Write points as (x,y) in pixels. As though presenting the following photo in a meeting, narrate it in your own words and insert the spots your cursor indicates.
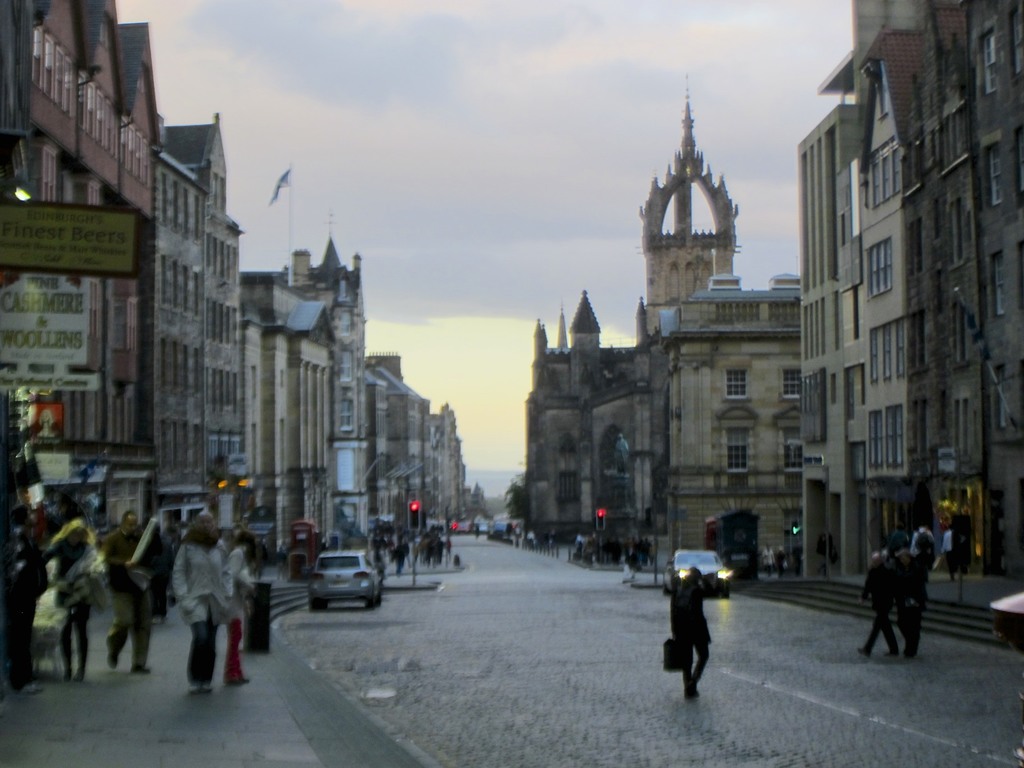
In this image, we can see people (692,608), vehicles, road (407,653), stairs (932,600), walkways (154,703), buildings (923,443), name boards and traffic signals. Here we can see few people (130,627) are walking. Background (517,247) there is the sky (519,206).
